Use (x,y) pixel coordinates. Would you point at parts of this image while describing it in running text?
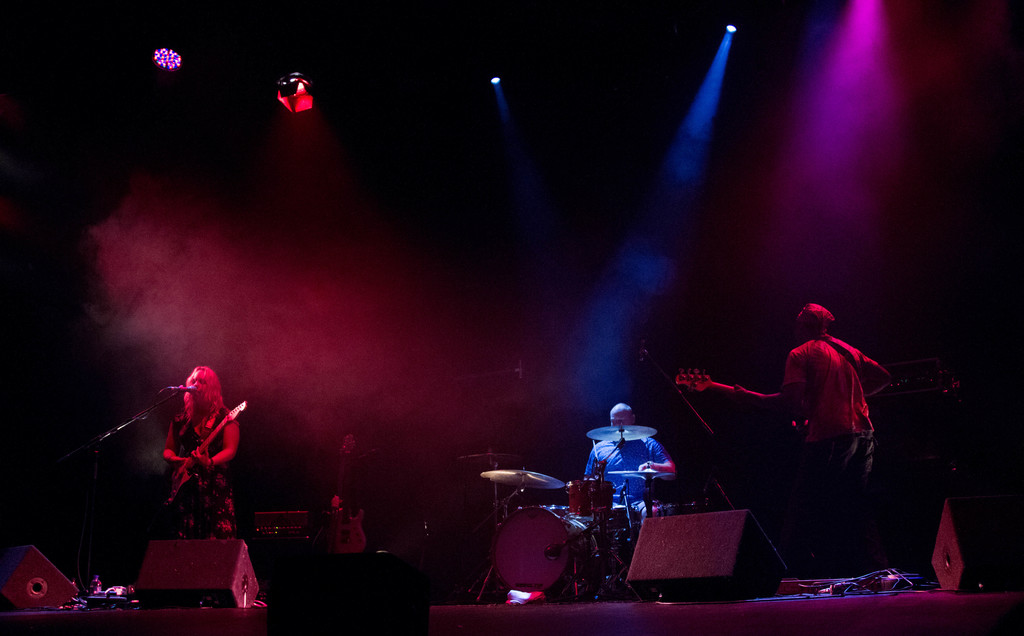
As we can see in the image, there are few people (617,418) on stage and playing different types of musical instruments (560,516). the woman (203,454) who is standing here is holding guitar (191,459) in her hand (191,456). The man (630,447) who is sitting here is playing drums (608,526) and on the top (289,84) there are lights (299,100).
